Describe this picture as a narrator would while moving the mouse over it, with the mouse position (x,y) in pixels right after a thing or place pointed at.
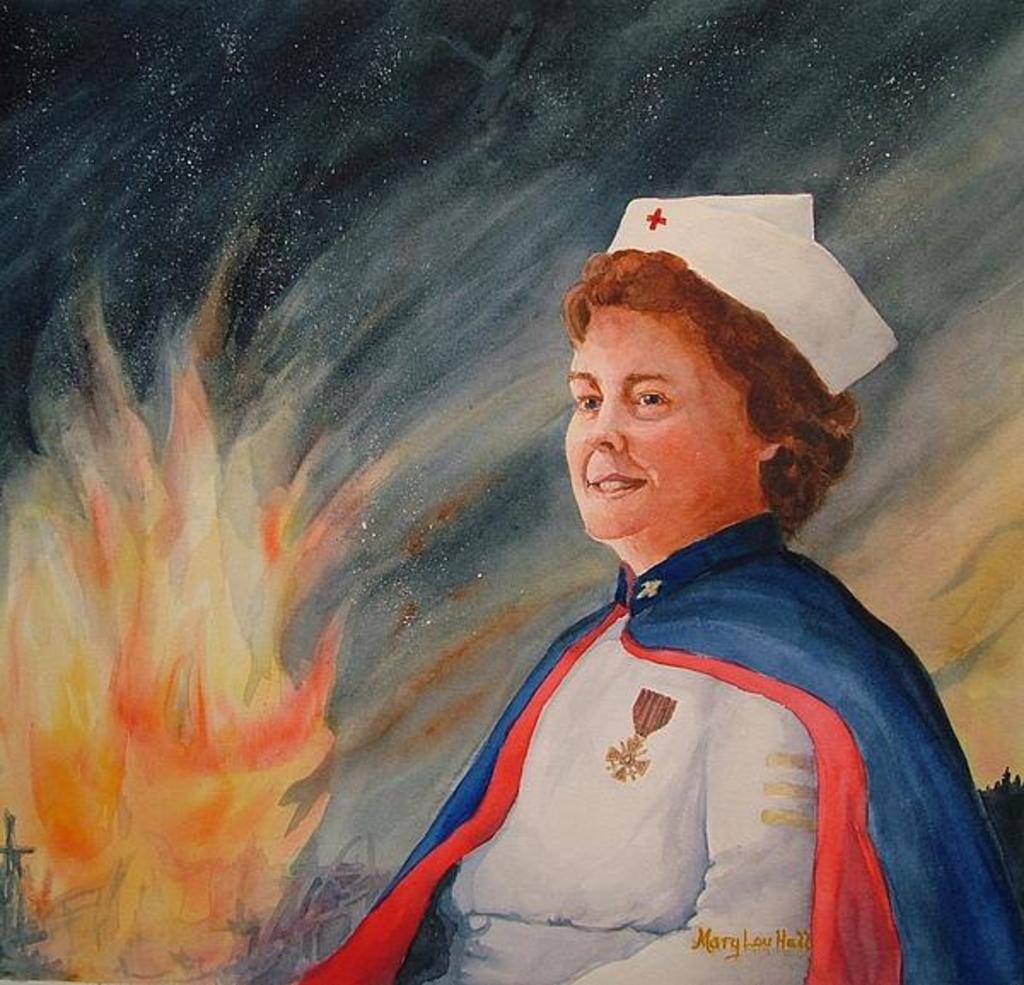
In this image, we can see some art (613,539) of a person (755,604) and the flame (270,612). We can also see the background (548,21).
